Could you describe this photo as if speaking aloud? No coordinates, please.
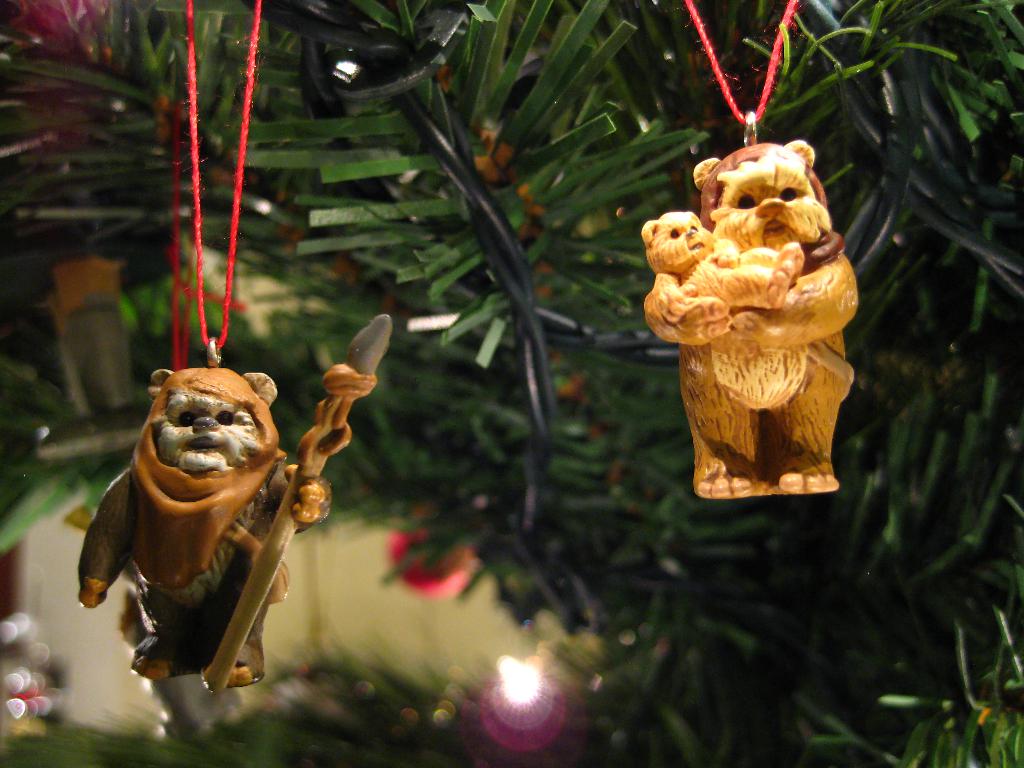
In this picture I can see the toys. I can see the decorative lights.
